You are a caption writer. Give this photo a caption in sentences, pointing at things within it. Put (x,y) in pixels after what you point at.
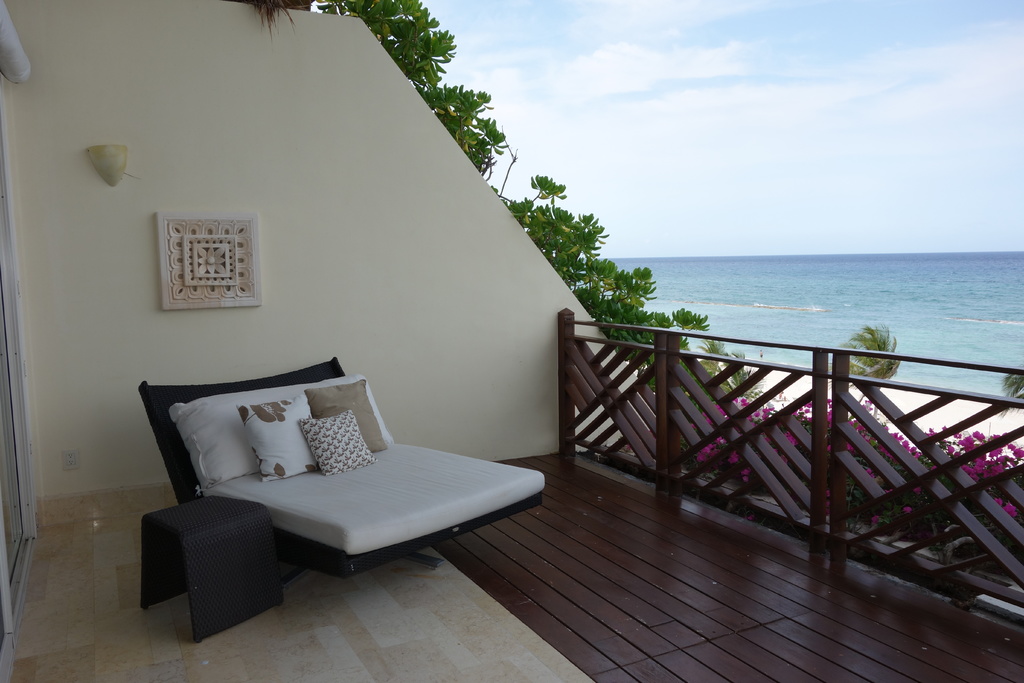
In the image we see there is a sofa (283,496) and cushions (293,410) on it and in front of it there is an ocean (858,284) and there are trees (404,35) on the other side of the wall (378,215).
